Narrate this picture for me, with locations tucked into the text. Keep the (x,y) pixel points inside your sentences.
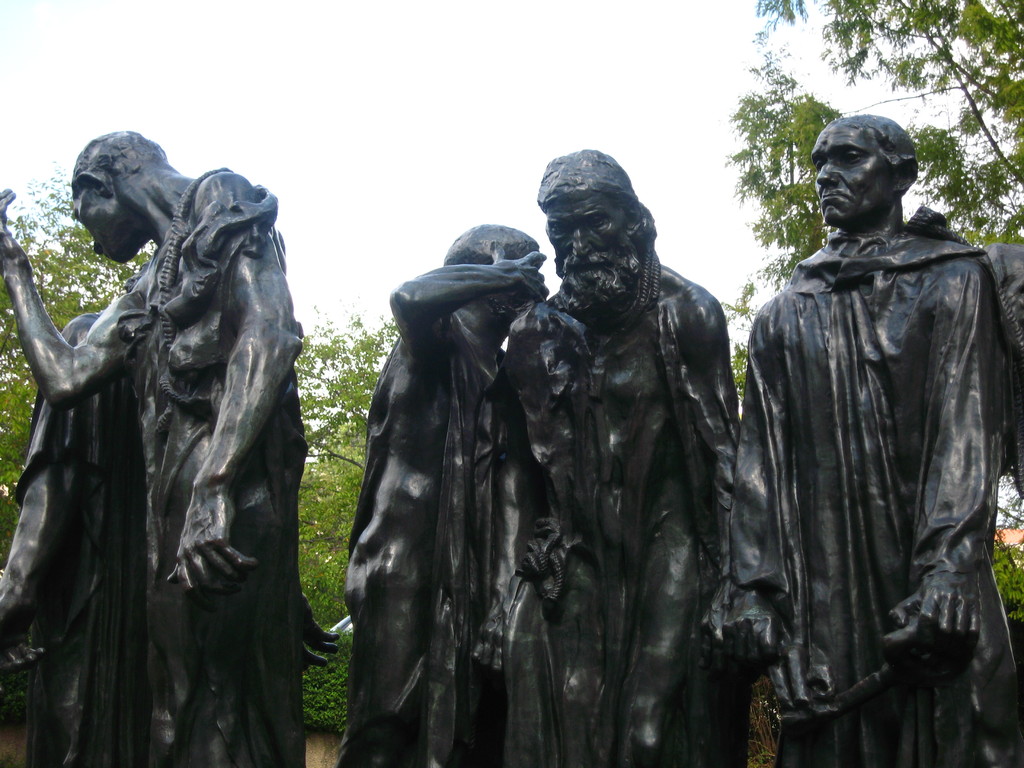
In this picture we can see statues of people (476,601) and in the background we can see trees (1013,205) and the sky (3,46).
